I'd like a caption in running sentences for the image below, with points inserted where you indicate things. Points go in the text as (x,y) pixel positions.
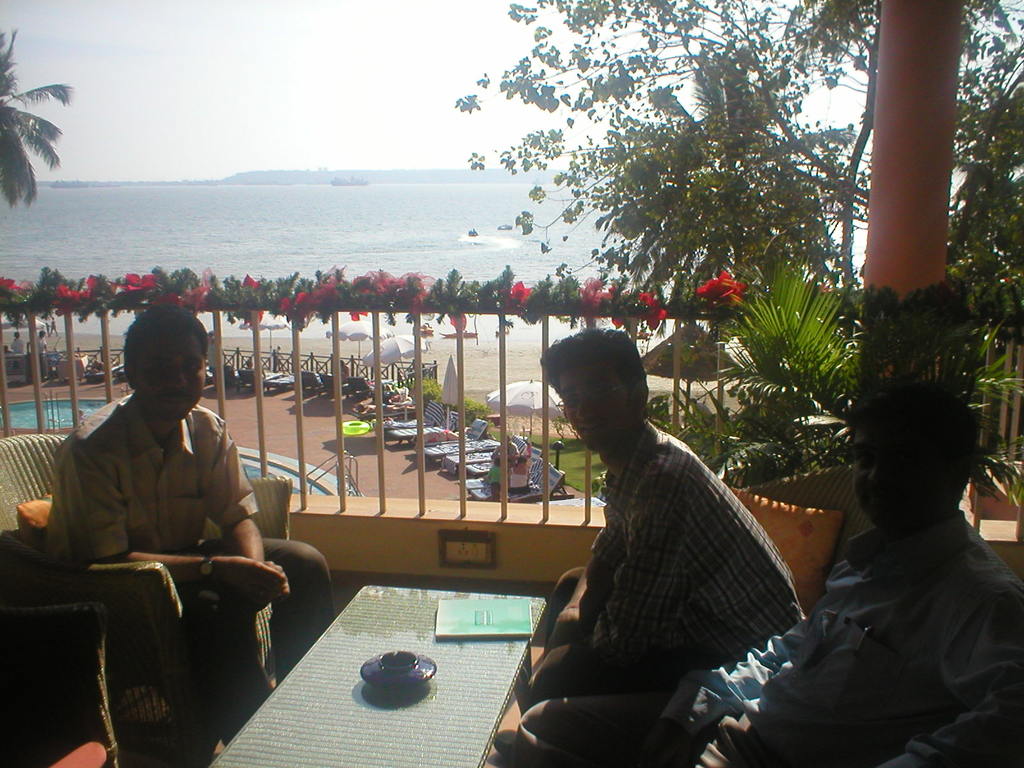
This is a picture taken outside a resort (715,289) on a beach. In the foreground of the picture (395,679) there is a table (382,709), on the table (406,729) there is a cup (413,661) and a book (478,621). On the right (684,529) there are two persons (696,562) seated on the left (152,579) there is a person (105,482) seated in a couch (15,461). In center (499,285) there is a railing (4,344) and a plant (775,357). To the top left (20,156) there is a palm tree (51,96). To the top right (762,104) there are trees (718,176). In the background (296,216) there is beach (263,217). Sky (300,93) is cloudy.
